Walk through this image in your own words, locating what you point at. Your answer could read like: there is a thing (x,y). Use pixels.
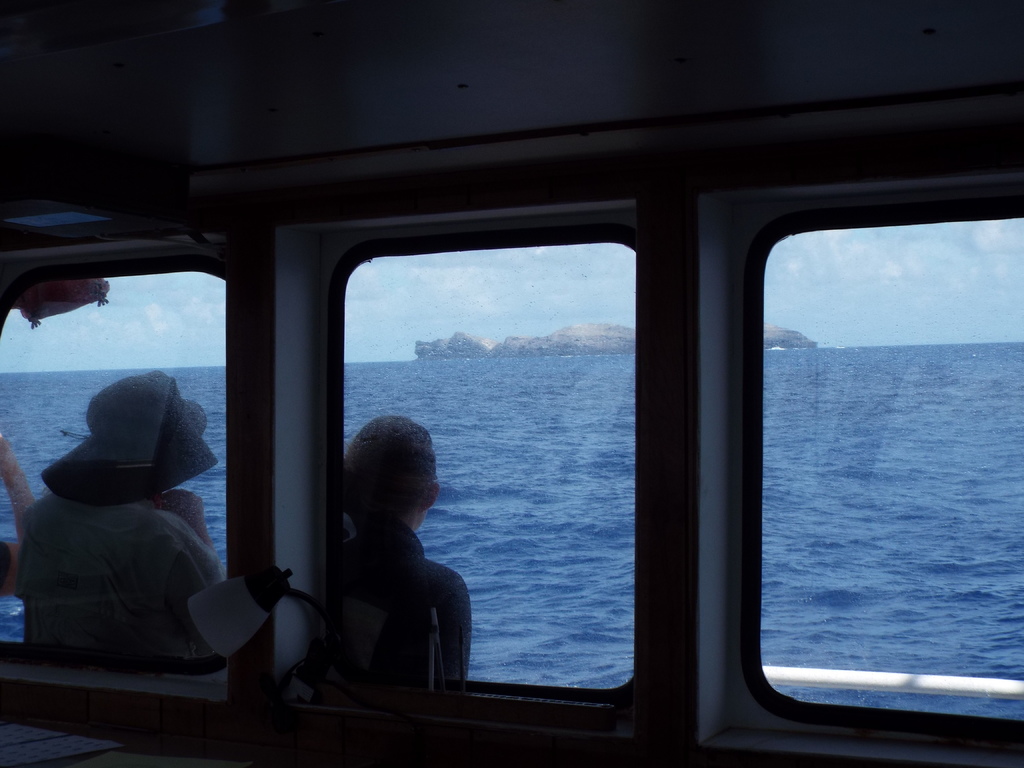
In this image I can see the picture from the interior of the ship (416,716). I can see a light (221,647) and few windows (496,505) of the ship (269,632) through which I can see two persons (203,545), the water (442,509), a mountain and the sky (827,289).
